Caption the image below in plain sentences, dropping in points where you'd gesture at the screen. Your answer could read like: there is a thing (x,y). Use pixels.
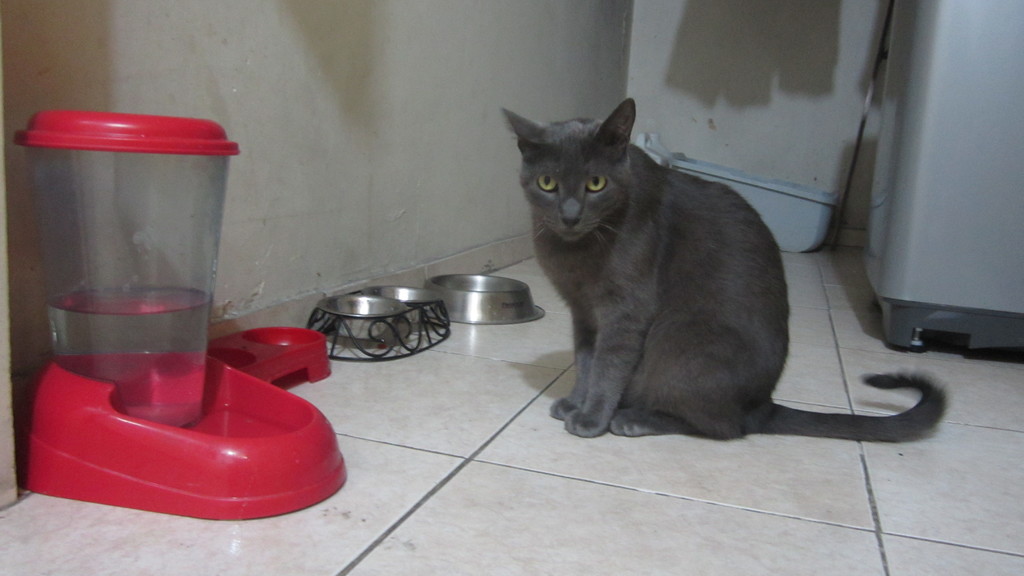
In this image, we can see a cat (617,297), some bowls (375,310), stands (332,324) and a jar (153,324) with water (172,303) and we can see a container (790,195) and a washing machine (902,234) are on the floor (552,521).
